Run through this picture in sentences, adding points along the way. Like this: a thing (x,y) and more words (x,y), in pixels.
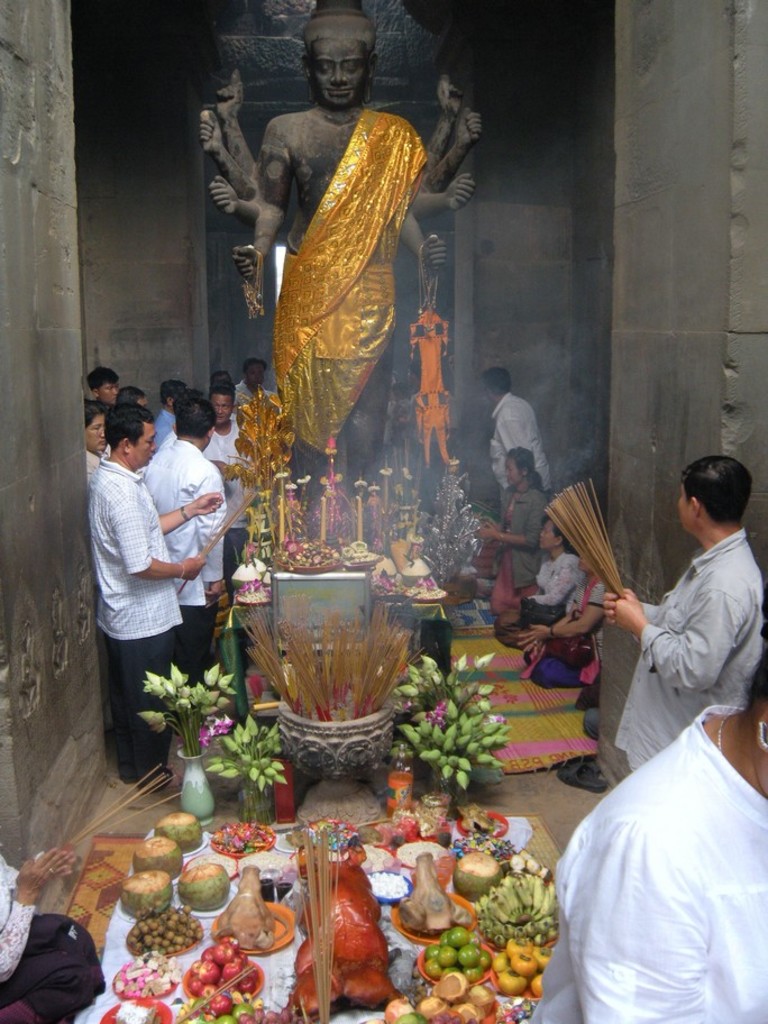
In this image we can see a statue (368,137) of the god (450,132) and we can also see people (715,860), fruits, mats (571,702) and some other objects (297,727).
